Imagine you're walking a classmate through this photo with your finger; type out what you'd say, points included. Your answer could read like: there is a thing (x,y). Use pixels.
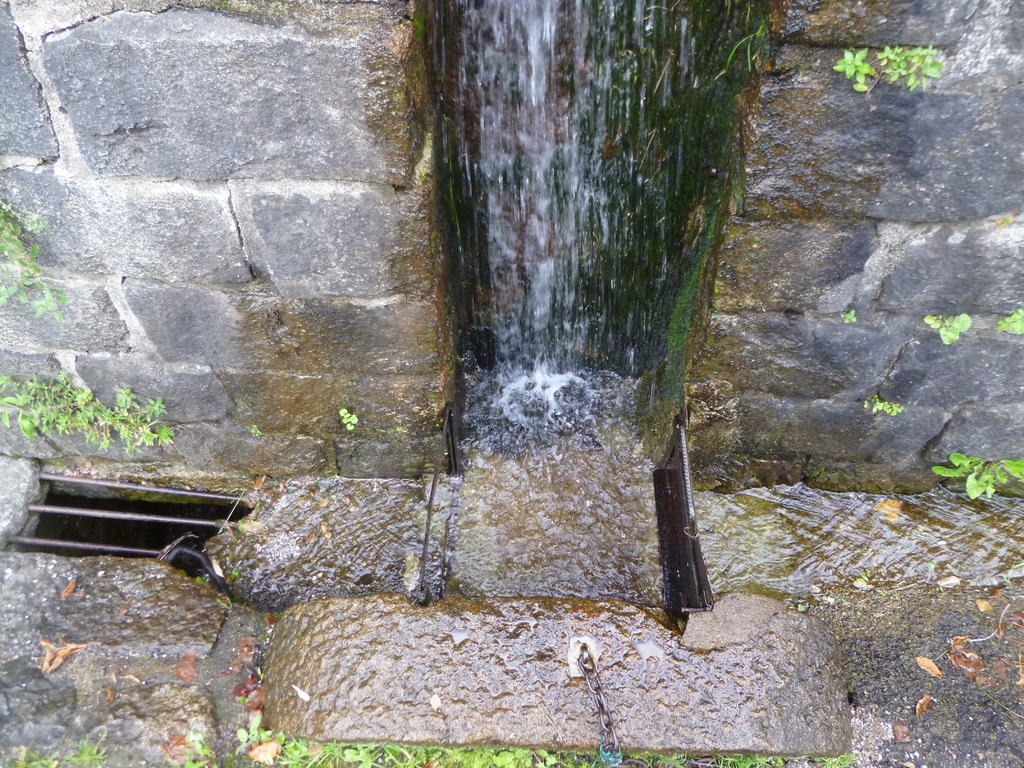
In this picture we can see some dry leaves (258,759), grass (416,765) and a chain (597,690) on the ground (632,689). We can see a few plants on the walls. There is a waterfall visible in between the walls (852,264). We can see a few rods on the ground (121,591).
